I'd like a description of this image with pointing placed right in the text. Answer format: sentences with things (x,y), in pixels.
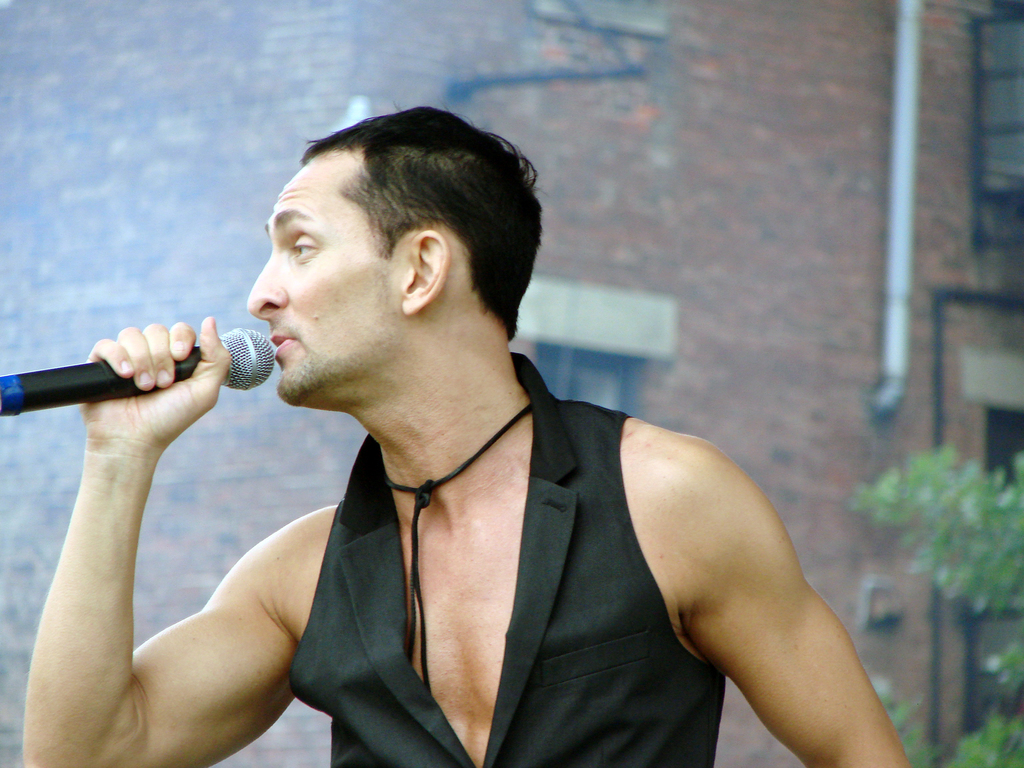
As we can see in the image there is a man (405,422) holding mic (123,392).
